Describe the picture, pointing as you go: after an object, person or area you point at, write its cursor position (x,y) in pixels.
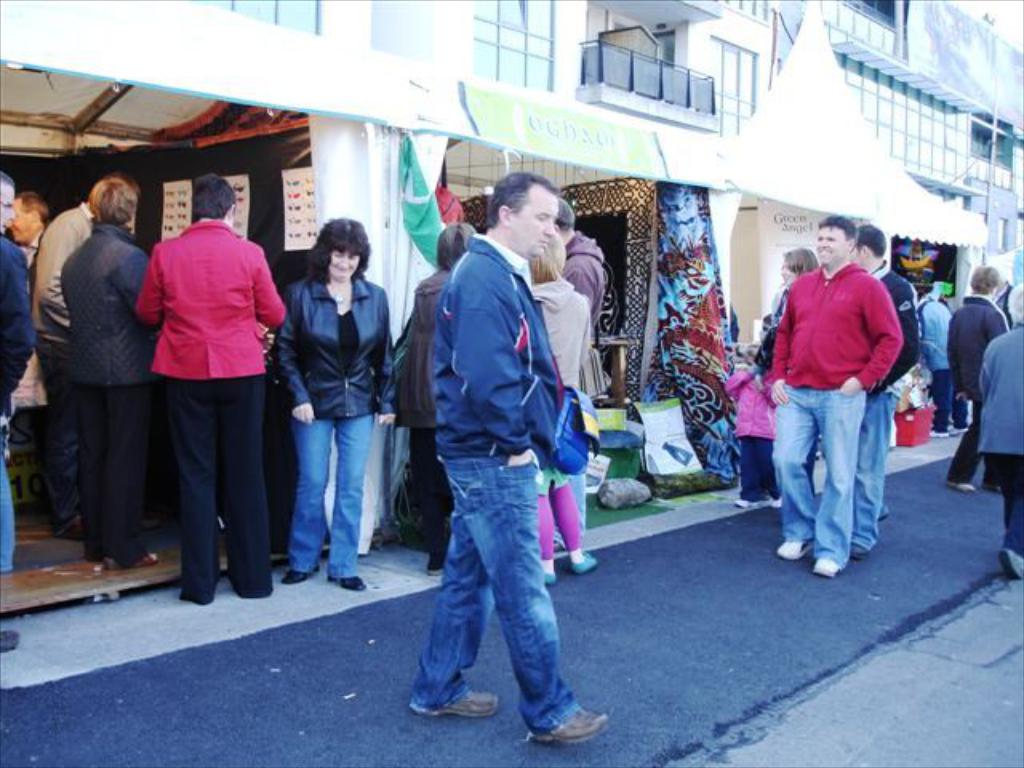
In the picture we can see some men (525,582) are walking on the path (656,559) and beside them, we can see some shops (626,144) with people (78,504) are standing inside it and on the top of the shops (388,469) we can see a part of the building (575,96) with windows (755,110) and glasses (647,75) to it.
